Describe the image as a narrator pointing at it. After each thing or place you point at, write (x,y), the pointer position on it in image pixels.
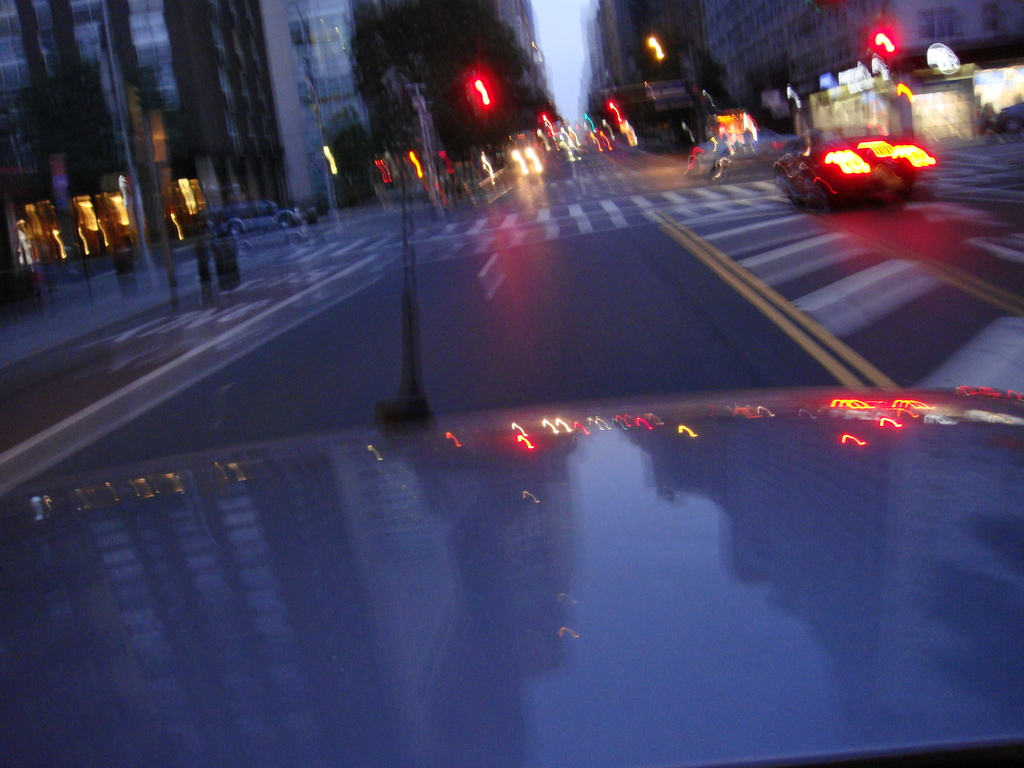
In the picture I can see vehicles (586,558) on the road (646,268). In the background (960,118) I can see street lights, buildings (308,138) and the sky (570,67). This image is blurred.
